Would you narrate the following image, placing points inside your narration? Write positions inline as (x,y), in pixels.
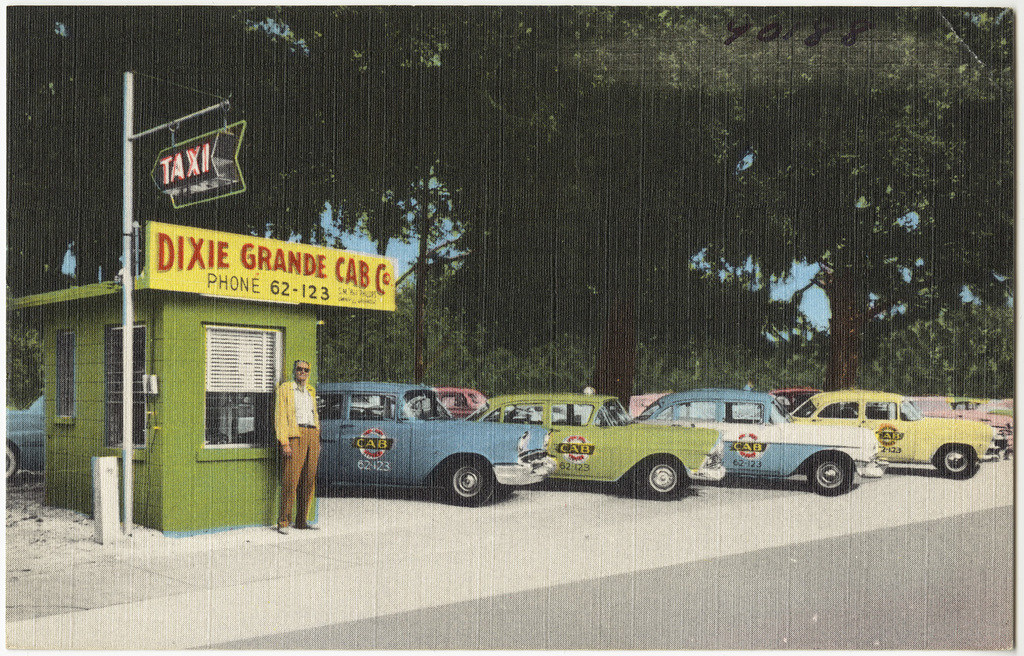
In this image we can see a group of cars (407,413). A person (279,439) is standing beside a building (211,438). On the building (204,386) we can see the windows (214,394) and the text (220,264). Beside the building (162,383) we can see a pole (127,404) with a board (194,188) with the text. In the background (540,322), we can see a group of trees (571,323) and the sky (749,266).
